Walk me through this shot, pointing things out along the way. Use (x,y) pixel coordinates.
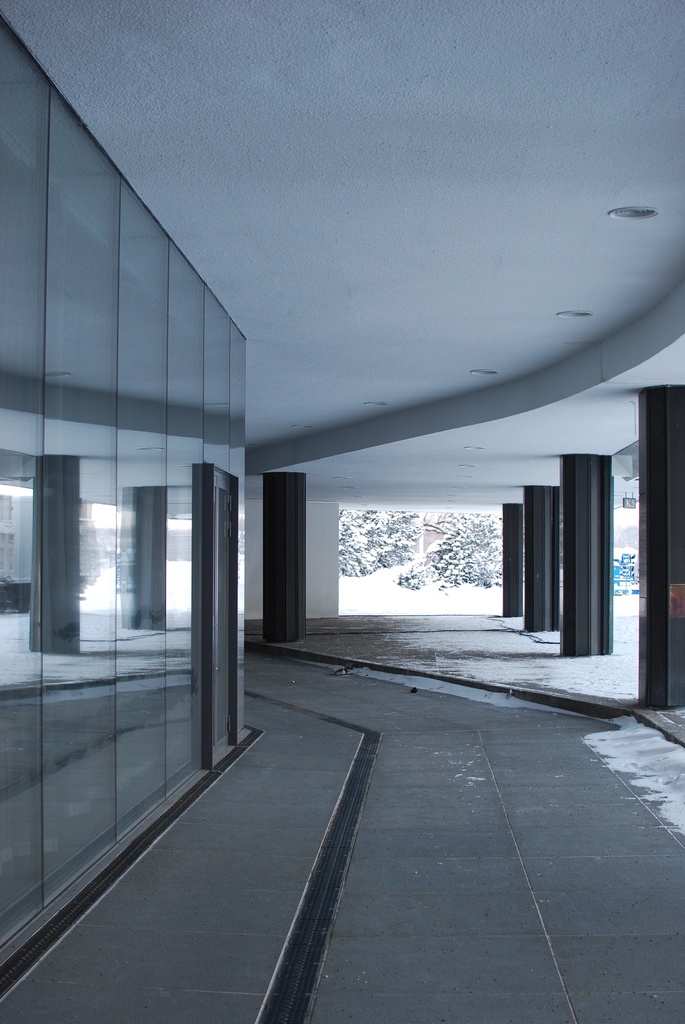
In this image we can see a corridor (358,877), trees (365,563), floor (390,618) and mirrors (98,506).
